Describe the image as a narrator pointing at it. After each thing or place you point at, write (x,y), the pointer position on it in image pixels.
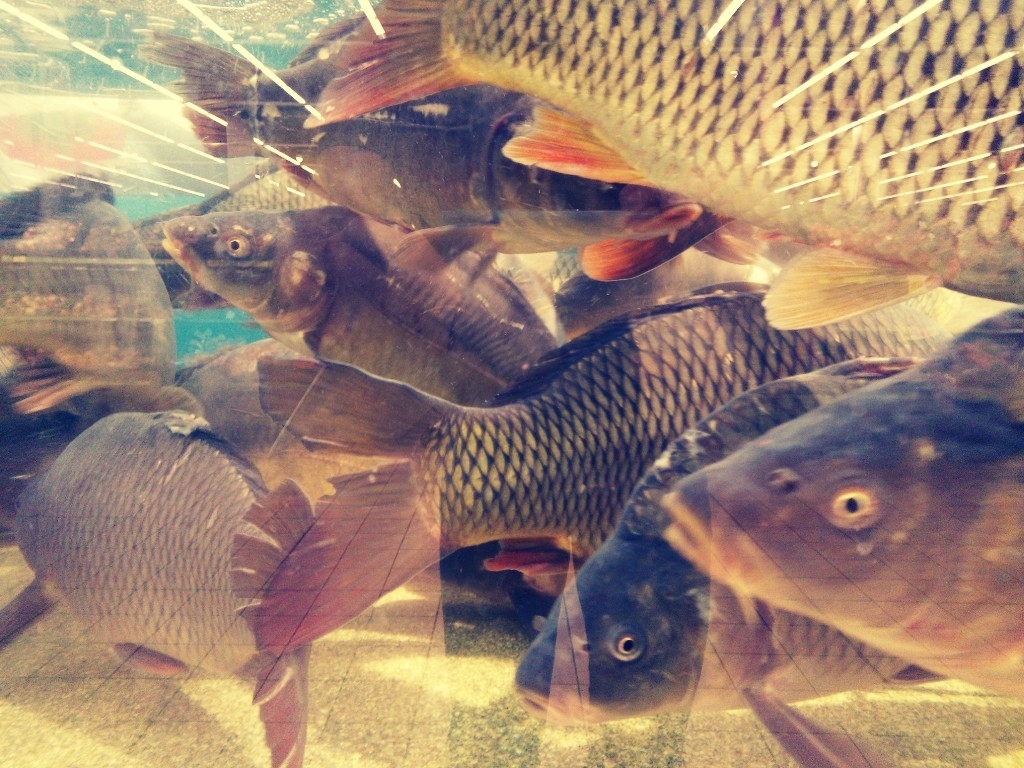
In this picture we can see some fishes (281,433) are in the water (49,618).
